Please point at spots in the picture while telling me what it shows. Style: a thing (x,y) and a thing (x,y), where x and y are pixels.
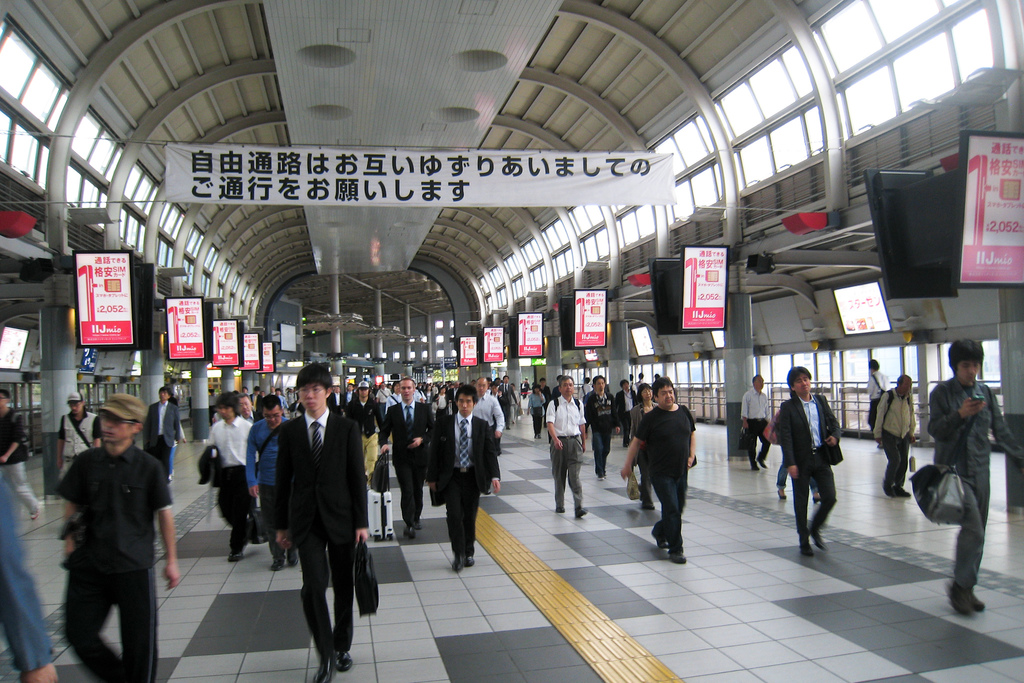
In this image there are persons (415,415) standing and walking. In the background (84,319) there are boards (90,307) with some text (86,352) written on it, there are pillars (62,369) and there are monitors (900,274) and there are windows (922,52). At the top (273,171) there is a banner (393,170) with some text (375,173) written on it.
